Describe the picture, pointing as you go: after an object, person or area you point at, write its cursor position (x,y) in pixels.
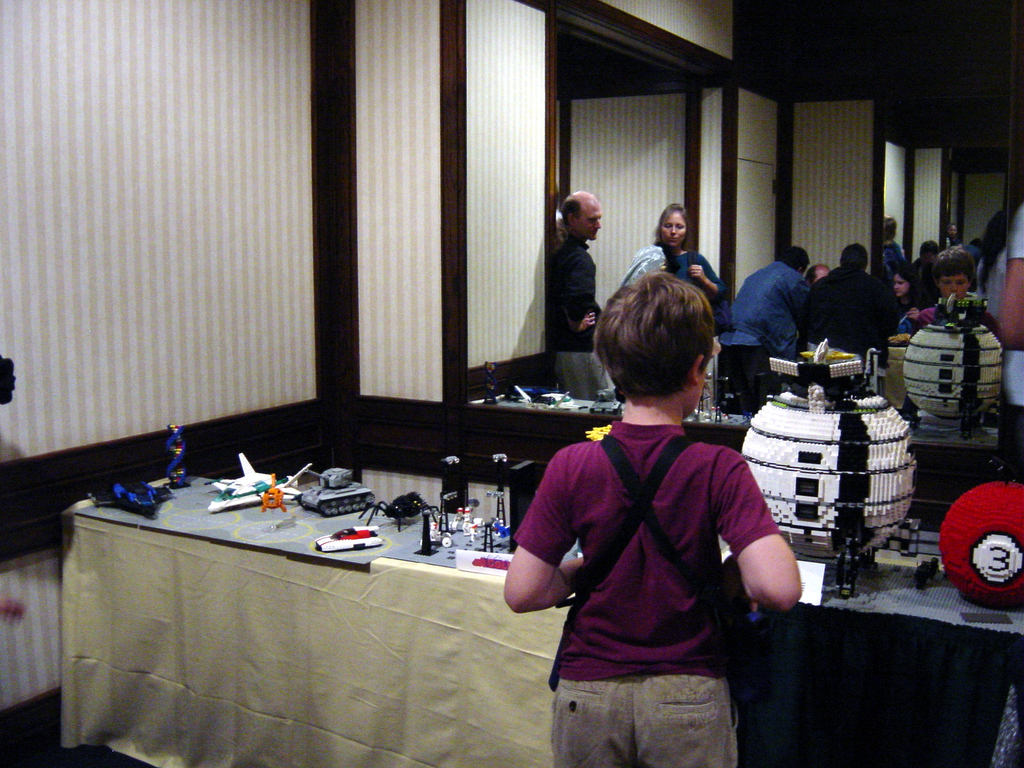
In this image there is a person (639,503) looking at the toys (881,510) and at the background of the image (796,331) there are group of persons (753,277) and at the left side of the image (55,259) there is a white color sheet (208,267).
